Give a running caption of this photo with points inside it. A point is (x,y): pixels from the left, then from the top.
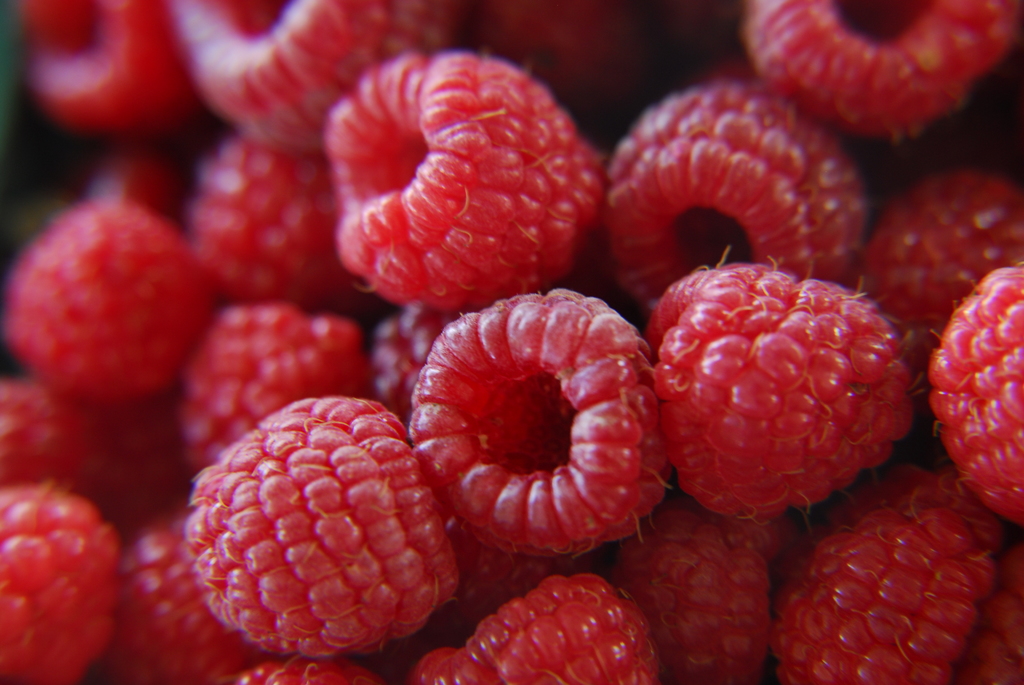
In this image we can see raspberries (431,493).
